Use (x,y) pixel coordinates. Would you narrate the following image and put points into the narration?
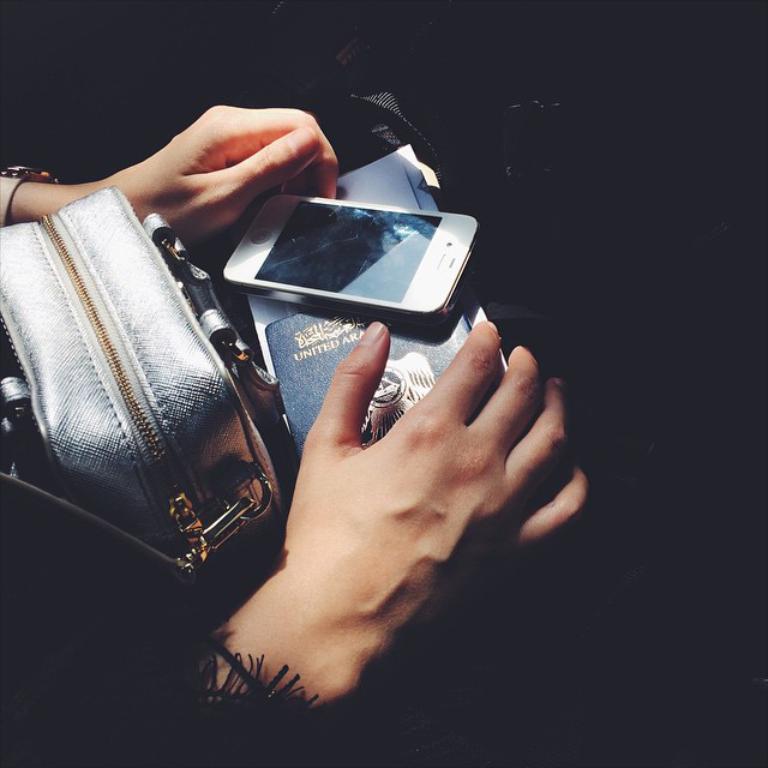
There are persons (399,459) hands (350,581), bag (125,379), mobile (319,288) and a book (328,352) is visible.
